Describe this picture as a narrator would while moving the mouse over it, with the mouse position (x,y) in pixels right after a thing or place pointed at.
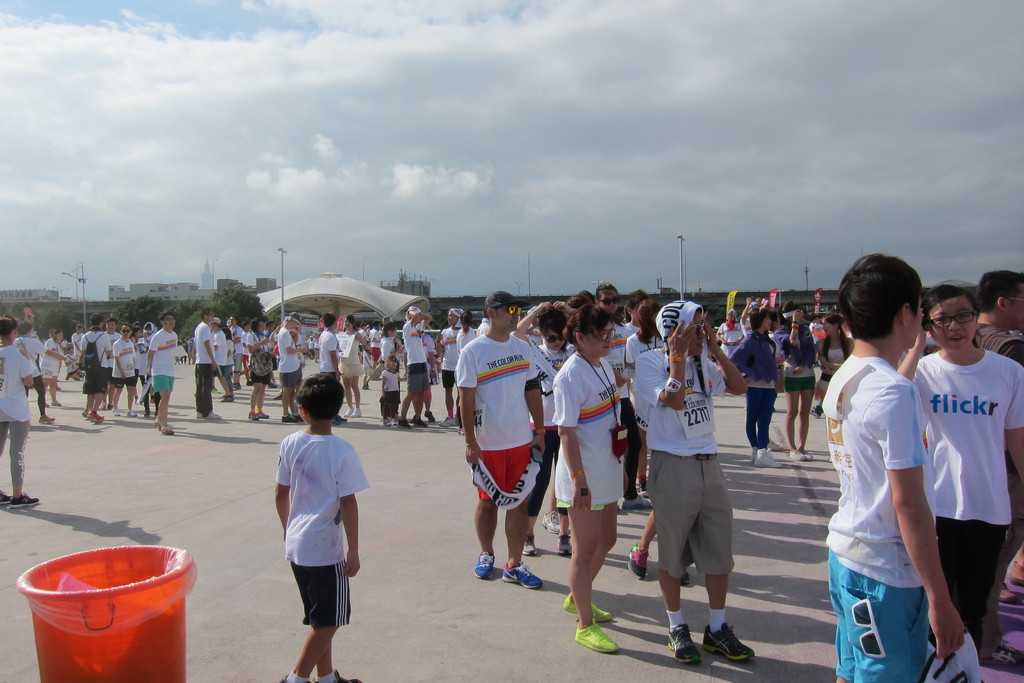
Here in this picture we can see number of people (334,372) standing on the road (279,388) here and there and most of them are wearing white colored t shirts (867,540) on them and on the left side (184,563) we can see a red color dustbin (184,563) present over there and in the far we can see an arch (309,288) and we can see trees (136,313) and plants (149,313) present over there and we can see light posts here and there and we can also see buildings (155,295) in the far and we can see the sky (352,197) is full of clouds (687,151) over there.
